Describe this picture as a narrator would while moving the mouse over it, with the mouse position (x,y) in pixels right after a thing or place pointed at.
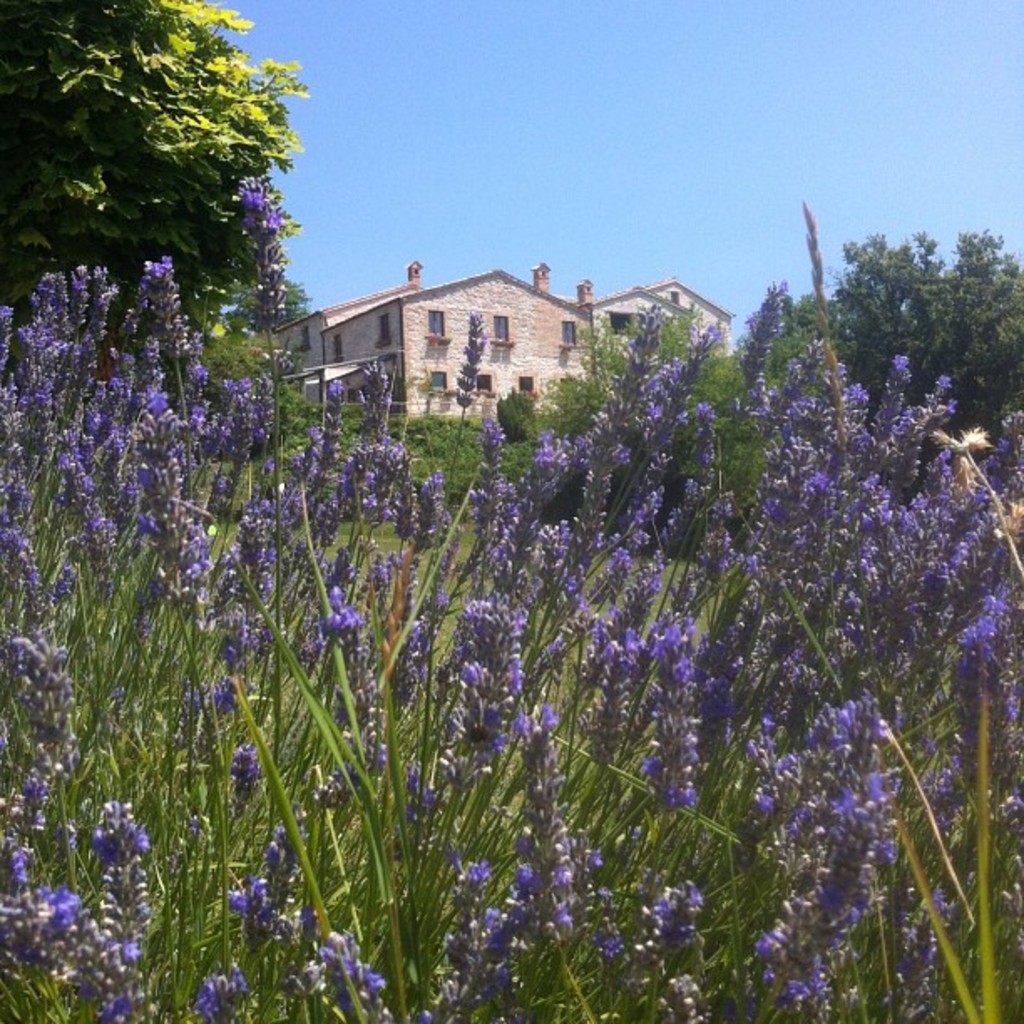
In this picture we can see a few violet color flowers (365,465) and plants (389,903) from left to right. There are trees (13,259) visible on the right (924,305) and left side of the image (84,168). We can see a building (411,410) and a tree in the background (453,406). Sky (504,107) is blue in color.
